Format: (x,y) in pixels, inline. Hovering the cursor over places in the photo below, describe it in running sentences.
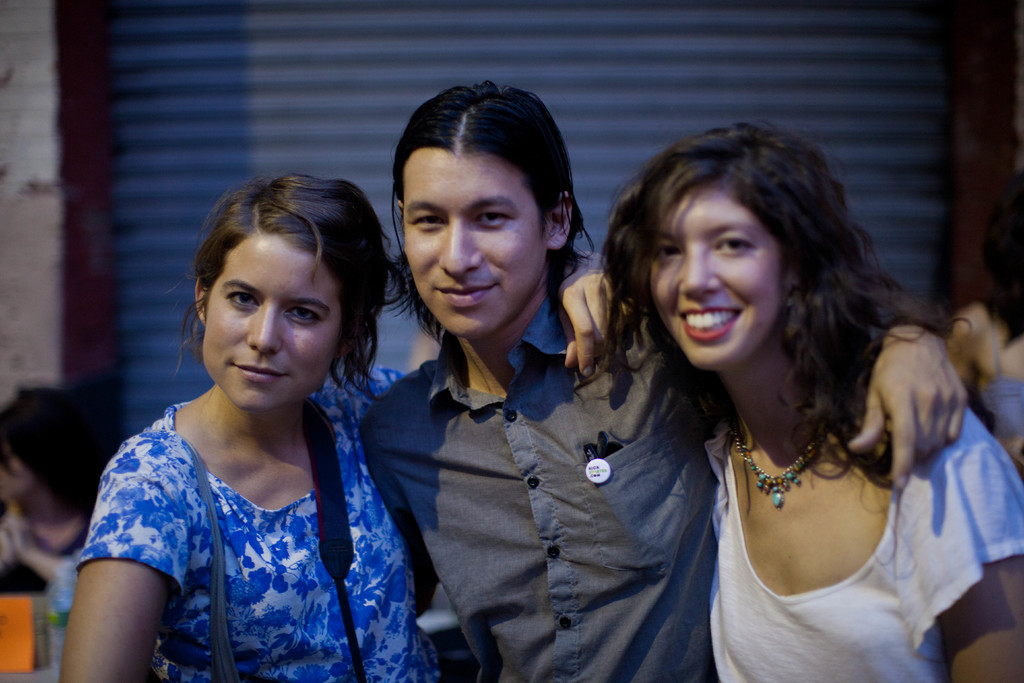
In this picture I can see couple of woman (389,586) and a man (491,533) standing and in the back (31,490) I can see a woman (66,481) and a man (964,374) are sitting and looks like a metal shutter (569,87) in the background (408,59).
